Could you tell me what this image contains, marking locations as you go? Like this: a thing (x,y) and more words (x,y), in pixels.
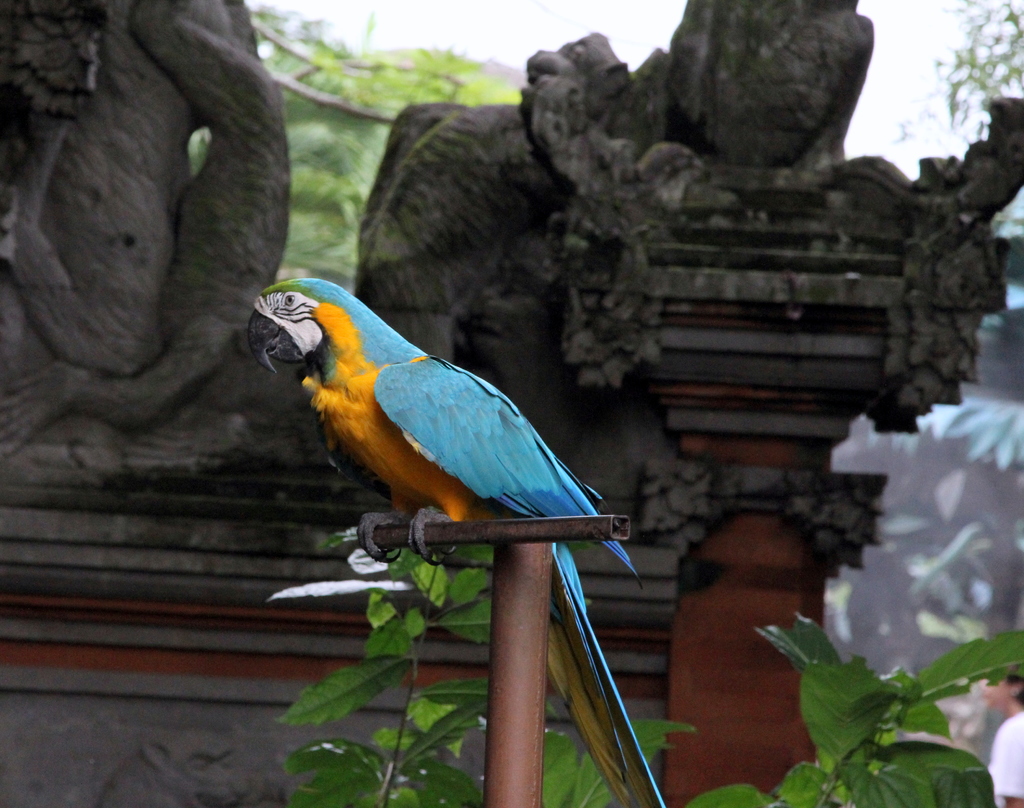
In this picture we can see a macaw (430,506) in the front (423,503), there are sculptures (642,192) in the middle (351,272), in the background (413,98) there are trees (405,64), we can see the sky (452,20) at the top of the picture (908,71).
